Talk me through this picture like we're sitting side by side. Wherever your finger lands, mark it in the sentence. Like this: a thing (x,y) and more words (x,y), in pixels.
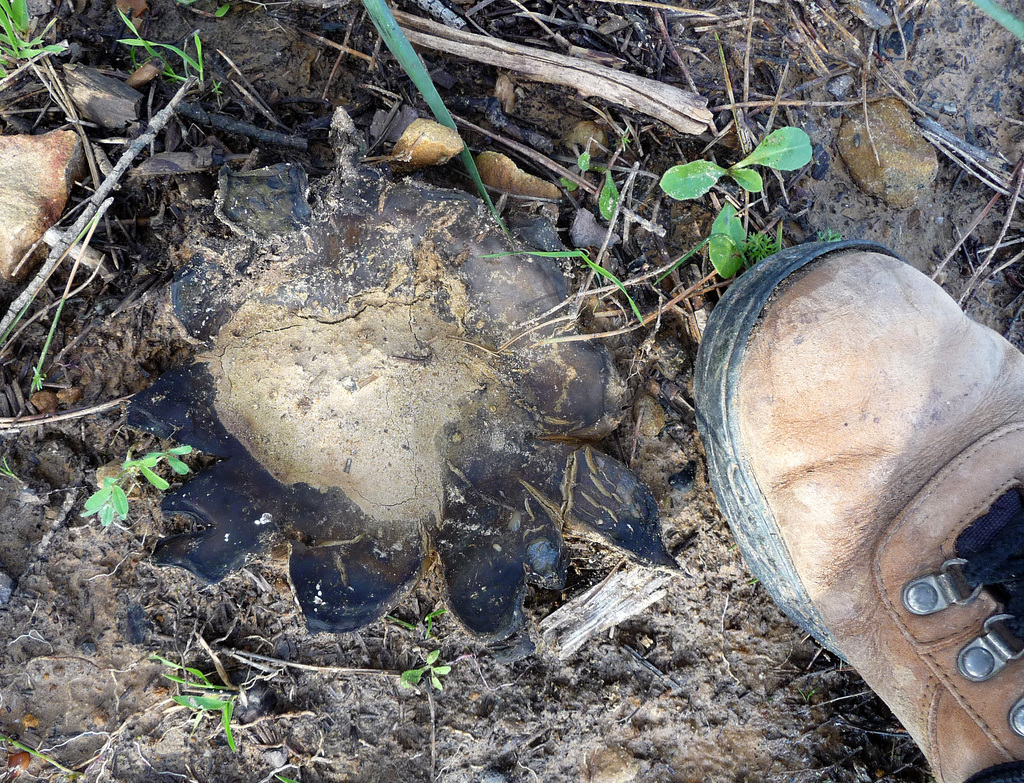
In this image we can see a shoe (830,346) placed on the ground (746,263).
